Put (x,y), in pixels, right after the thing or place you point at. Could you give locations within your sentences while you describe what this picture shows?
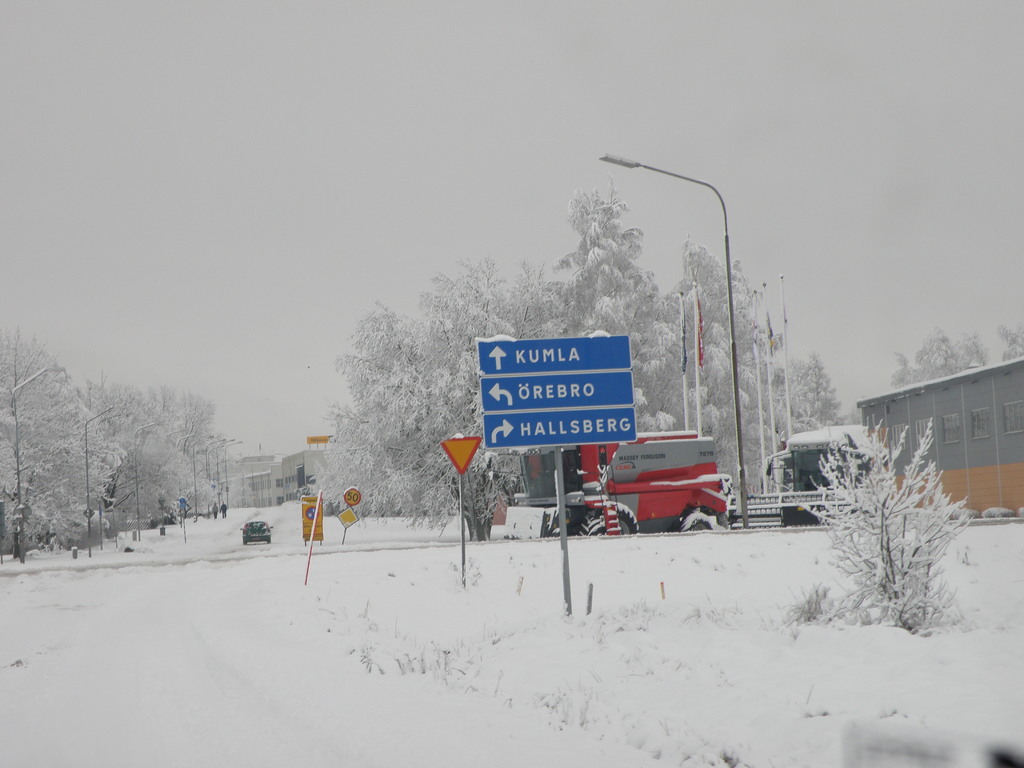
In the image we can see there is a ground (453,648) covered with snow (492,641) and there are trees (348,368) which are covered with snow (178,455). There are vehicles (255,534) parked on the road (241,549) and behind there are buildings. There is a cloudy sky (667,194) on the top (652,202).
